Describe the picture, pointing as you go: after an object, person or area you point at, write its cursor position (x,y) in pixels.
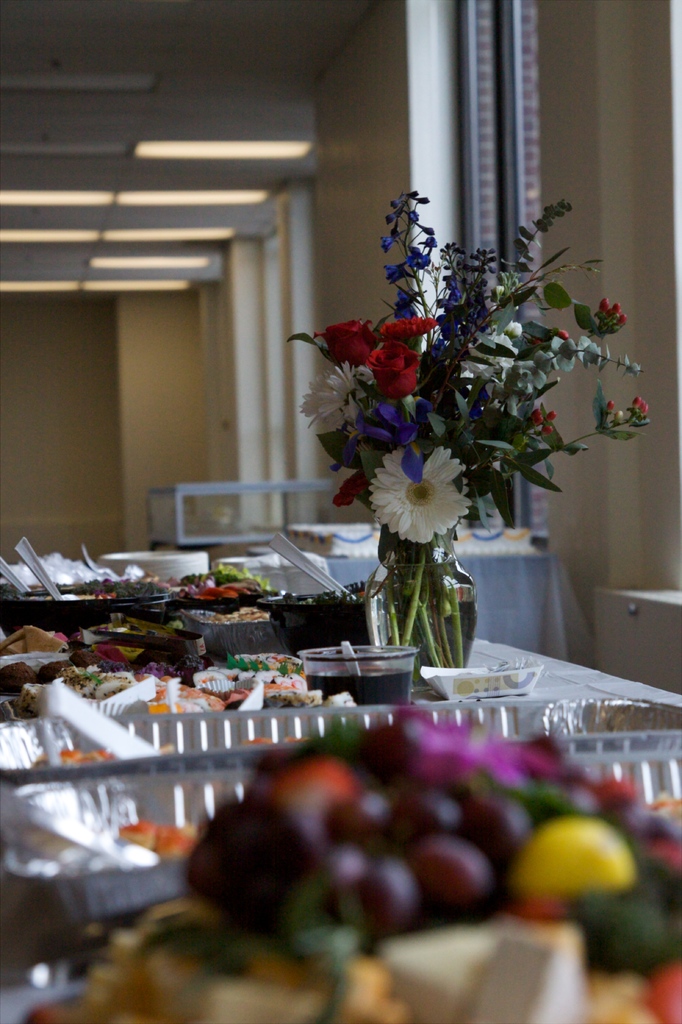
In the center (373,630) we can see the table (270,602) on table (306,607) we can see some food items (220,591), and flower vase (413,579) and some fruits (404,845). And coming to the background (353,260) we can see the wall (279,292).
